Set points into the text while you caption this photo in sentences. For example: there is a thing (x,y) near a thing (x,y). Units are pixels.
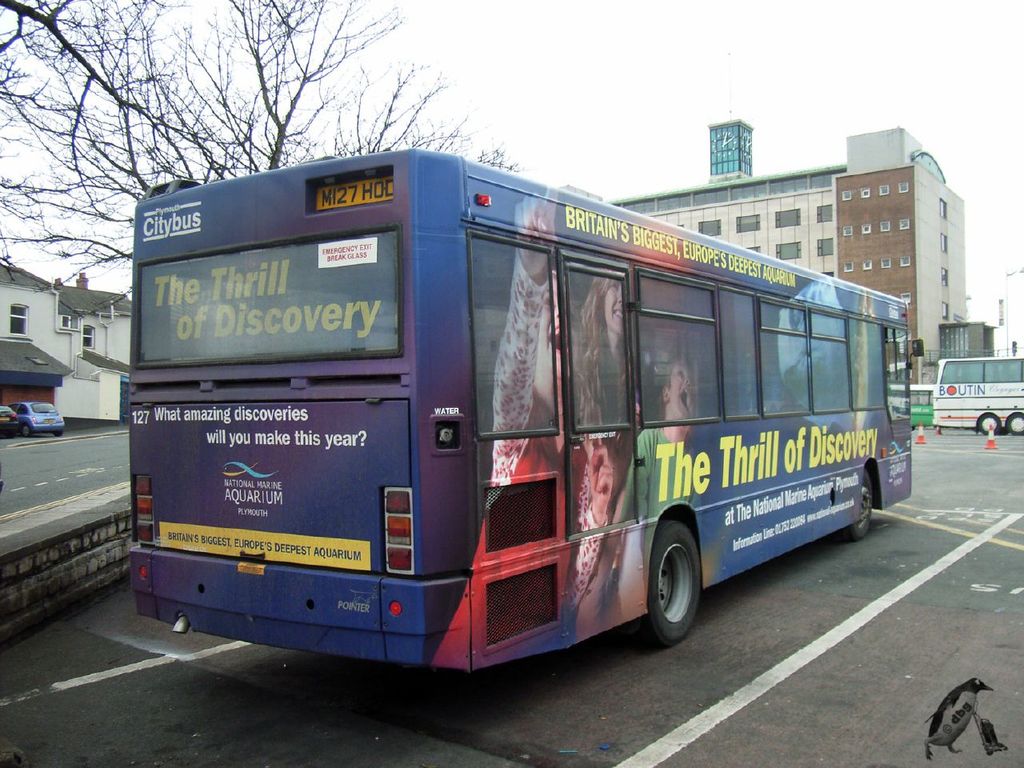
In this picture we can see buses (913,399) on the road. On the left side (13,416) we can see two cars (52,412) and this is the house (86,317). And on the background (877,207) we can see a building (852,219). This is the tree (280,128). And we can see the sky (624,83) here.
